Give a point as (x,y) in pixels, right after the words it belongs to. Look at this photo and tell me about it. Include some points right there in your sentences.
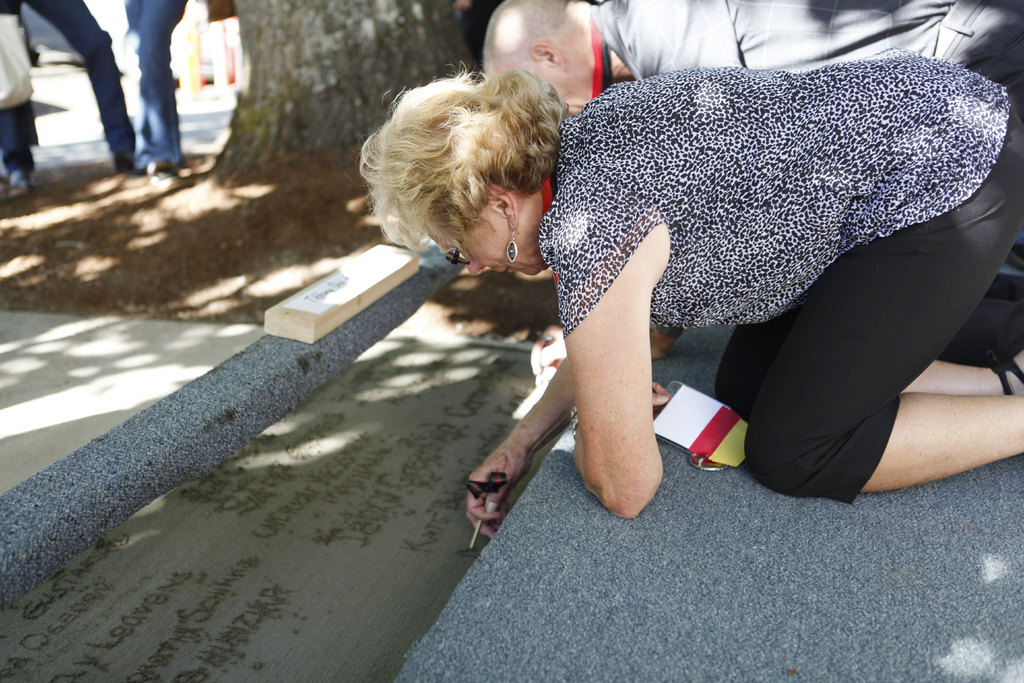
In this image there is women (698,130) and a man (573,42) bending and writing on a floor (461,526), in the background (259,29) there is tree (420,13) and people (95,51) are standing near the tree (339,128).
